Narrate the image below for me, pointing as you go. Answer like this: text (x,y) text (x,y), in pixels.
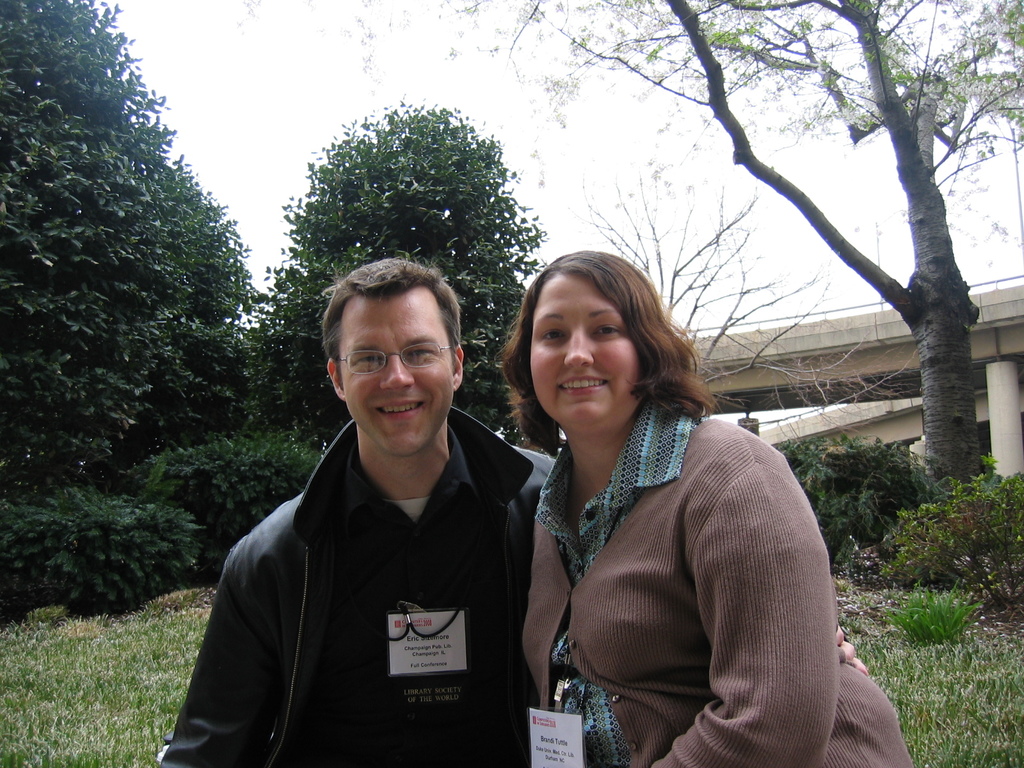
In this image I can see two people (427,594) with different color dresses (514,605). In the background (812,352) I can see the bridge (798,351) and the sky (595,148).
